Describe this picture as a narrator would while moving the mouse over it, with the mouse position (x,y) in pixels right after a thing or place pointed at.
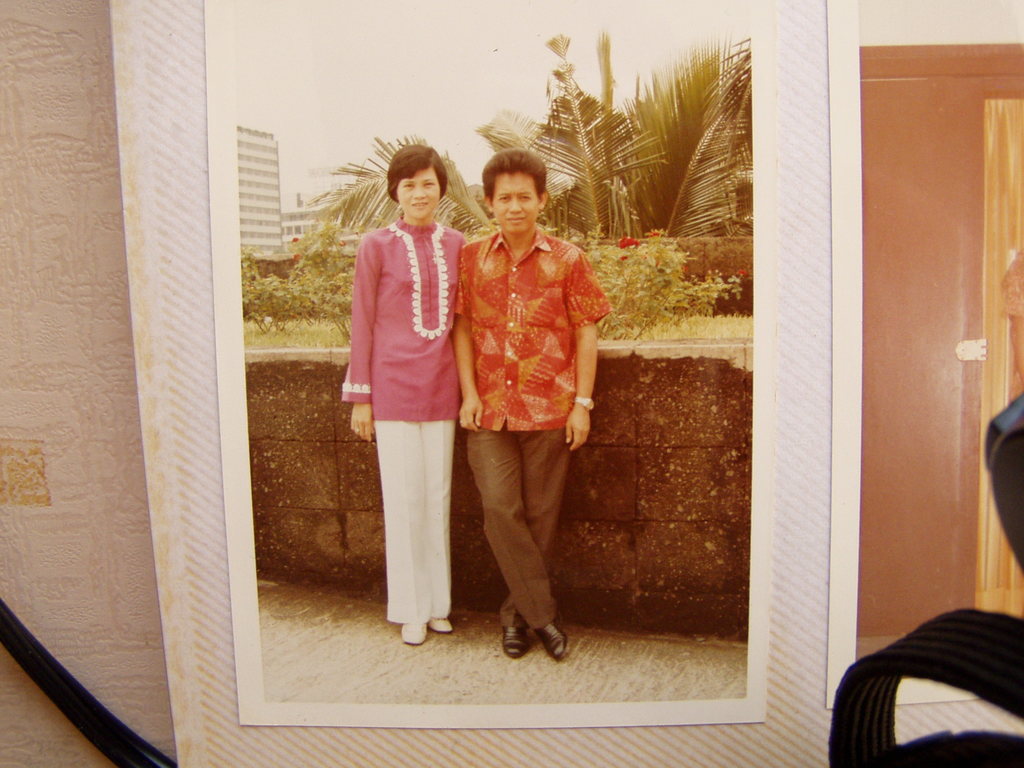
In this image, we can see photo of a picture. In this picture we can see some plants (312,282) and trees (598,146). There are two persons (472,308) wearing clothes (508,461) and standing in front of the wall (636,404).
